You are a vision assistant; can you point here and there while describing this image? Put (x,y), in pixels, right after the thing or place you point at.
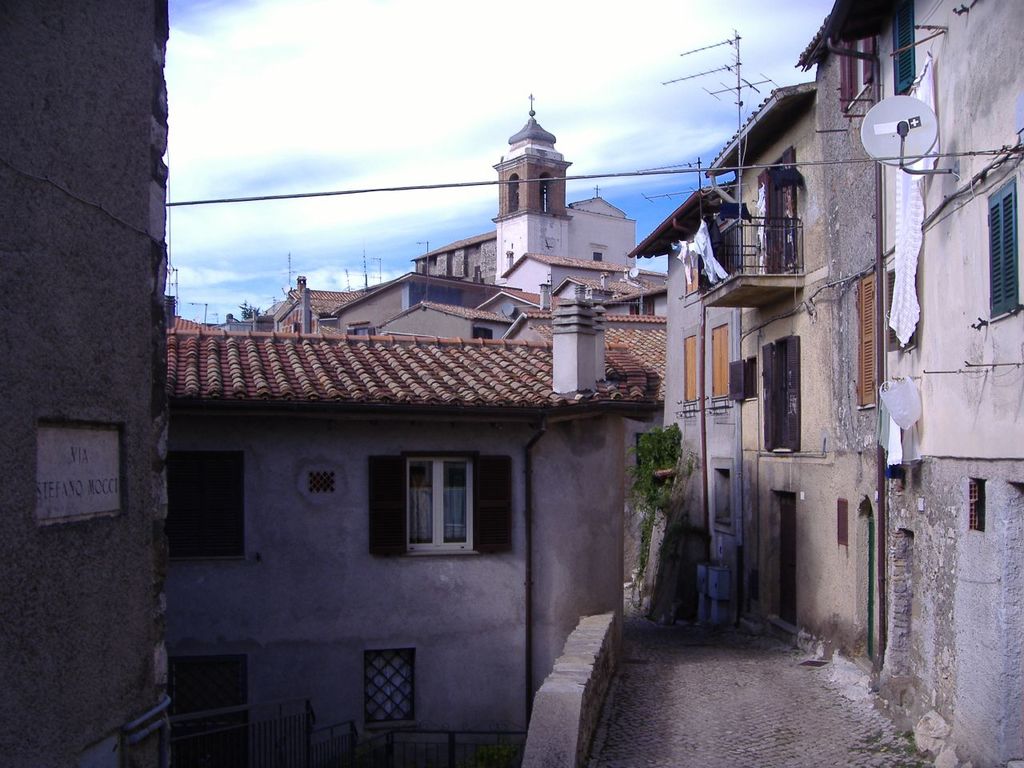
In this picture, we can see a few building (480,452) with windows (427,548), doors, poles (738,255), fencing (747,232), and a few objects (912,174) attached to it, we can see name plate (90,447), and the sky (430,143) with clouds (385,152).
